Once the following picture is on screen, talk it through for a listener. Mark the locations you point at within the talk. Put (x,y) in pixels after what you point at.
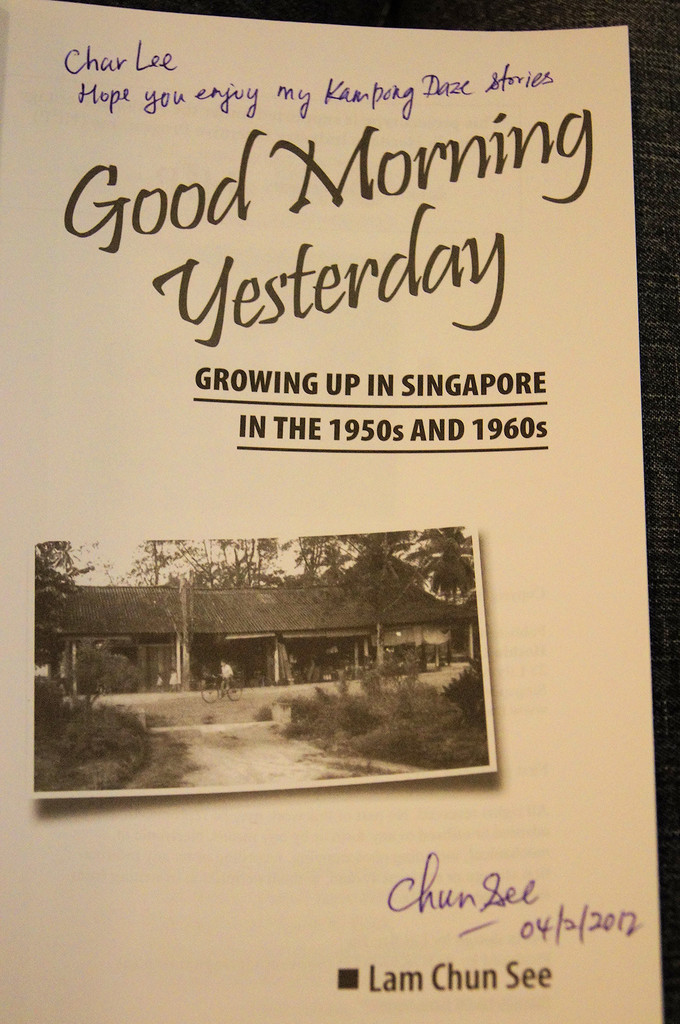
In this image, I can see a poster (585,786) with the words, numbers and an image (66,784) of a house (234,646), trees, plants (440,736), sky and a person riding bicycle (237,700). In the background (662,304), It looks like a cloth (655,286).
